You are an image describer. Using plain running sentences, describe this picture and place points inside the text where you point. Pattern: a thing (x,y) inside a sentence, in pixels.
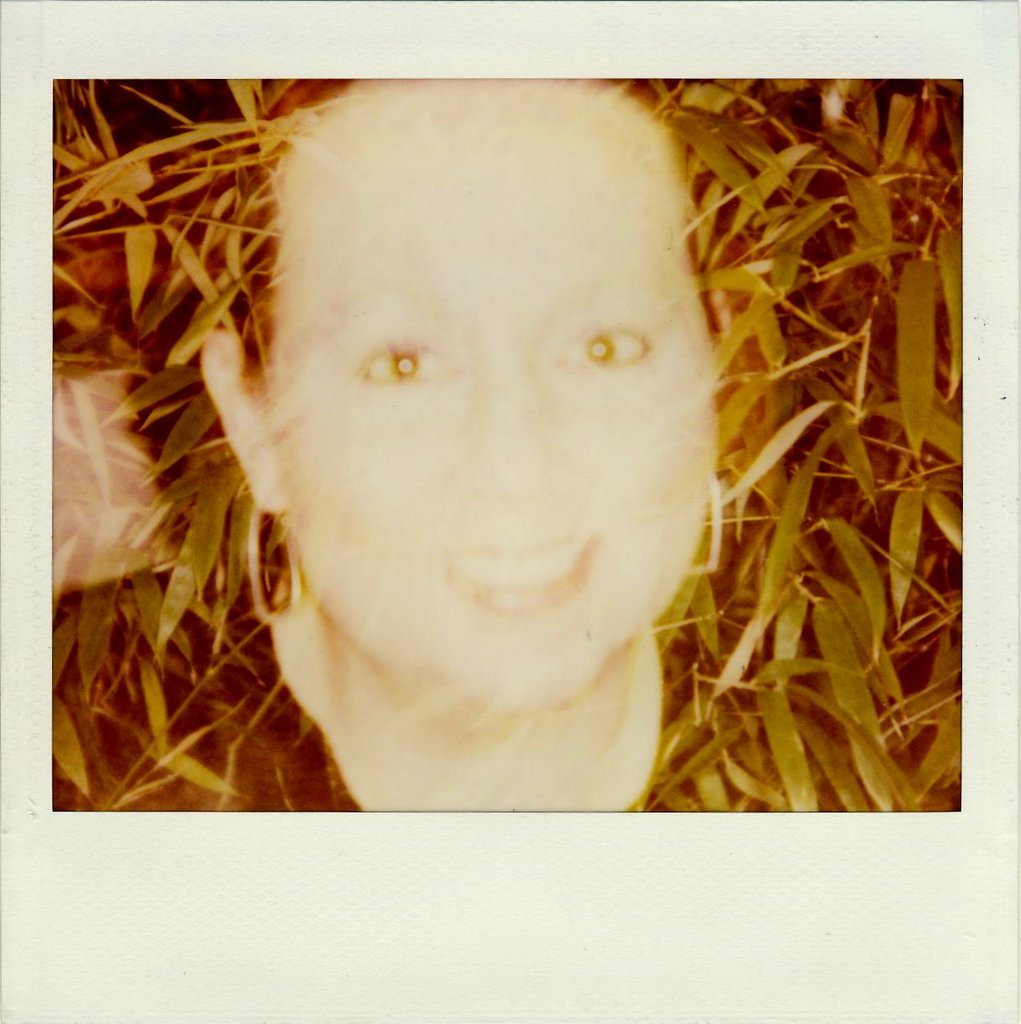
At the top of this image (655,308), there is a photo (321,159) attached to a surface (879,982). In this photo (265,612), there is a woman (478,612) smiling. Behind her, there is a tree (716,84) having leaves (828,750). And the background of this surface (1001,132) is white in color.
